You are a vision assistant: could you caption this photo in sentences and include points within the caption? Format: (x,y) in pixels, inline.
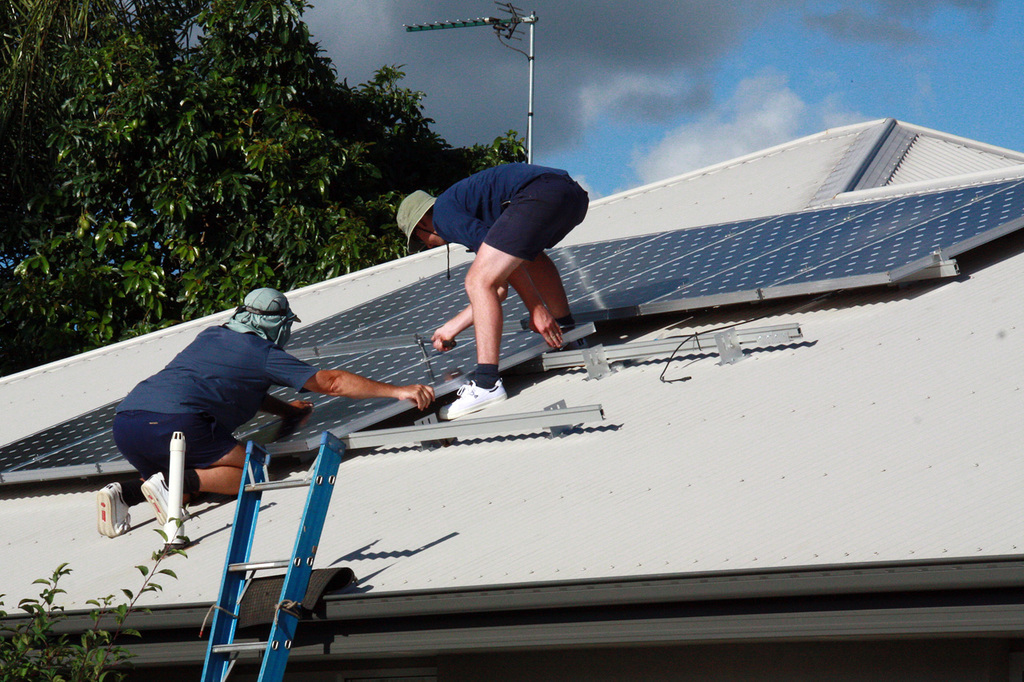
In this picture there is a person (519,177) standing on the building (784,456) and holding the object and there is a person (243,449) sitting and holding the object (389,371). There are solar panels (379,361) and there is a pole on the top of the building (800,410). In the foreground (91,637) there is a ladder (239,512) and tree (50,637). At the back (250,154) there is a tree (358,152). At the top (736,84) there is sky (774,56) and there are clouds (602,91).
